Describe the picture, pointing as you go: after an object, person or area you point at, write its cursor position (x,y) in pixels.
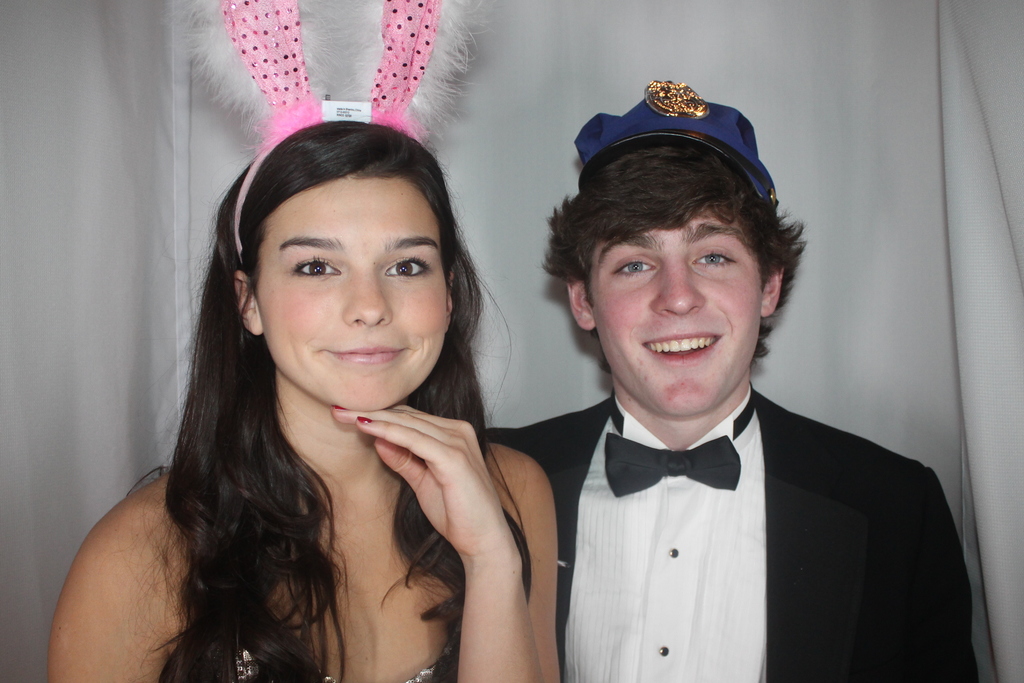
On the left side of the image (313,385) a lady (366,353) is present and wearing band (305,123). On the right side of the image (772,483) a man (736,387) is present and wearing hat (697,146). In the background of the image (552,313) we can see a cloth (876,181).
